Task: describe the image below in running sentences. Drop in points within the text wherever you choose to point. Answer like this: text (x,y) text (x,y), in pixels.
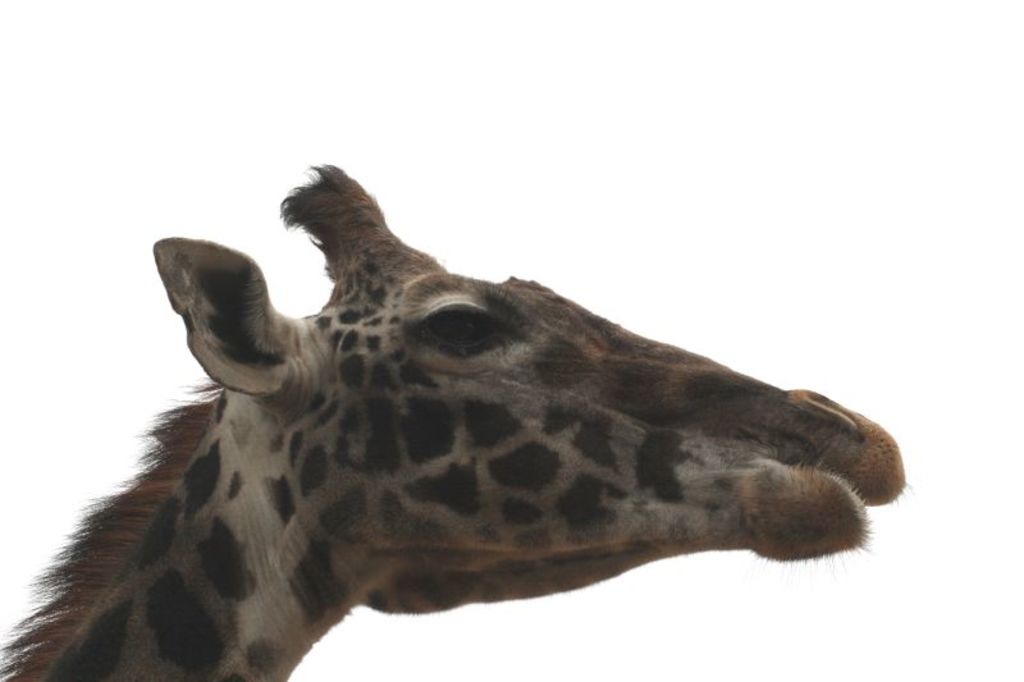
In the image there is a head (463,544) of a giraffe (438,584).
